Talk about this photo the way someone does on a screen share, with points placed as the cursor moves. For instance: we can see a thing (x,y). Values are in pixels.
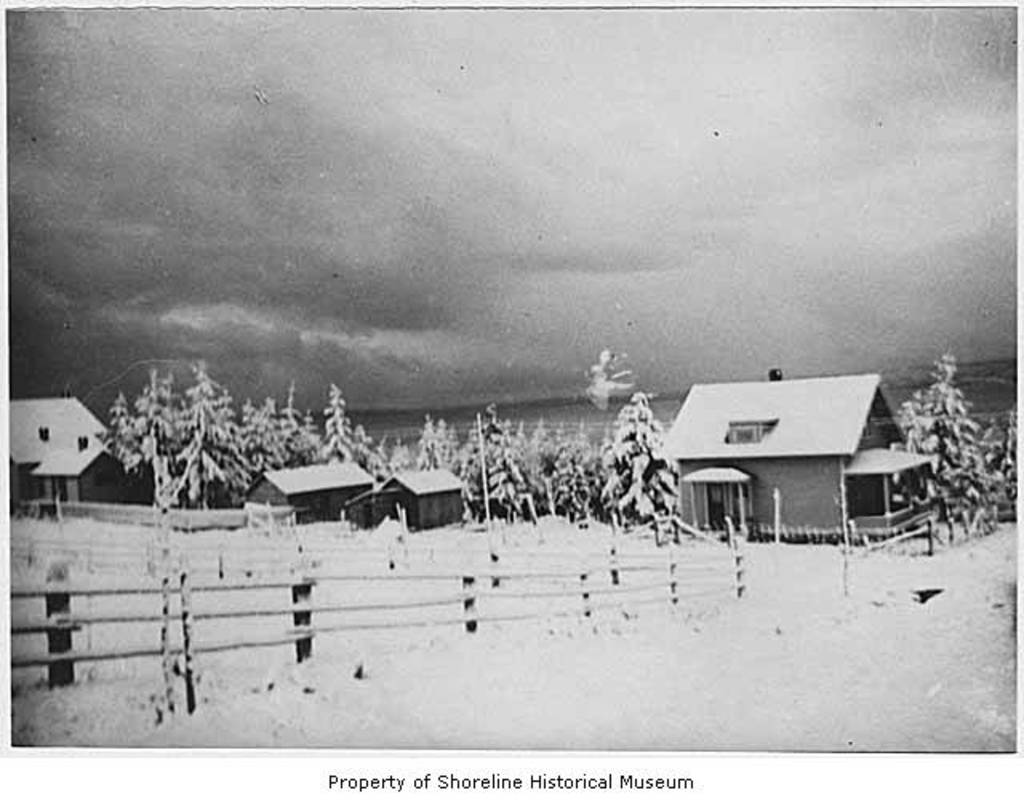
Black and white pictures. Here we can see houses (101,479), fence (471,583) and trees (280,460). Bottom of the image (376,776) there is a watermark (640,780).
